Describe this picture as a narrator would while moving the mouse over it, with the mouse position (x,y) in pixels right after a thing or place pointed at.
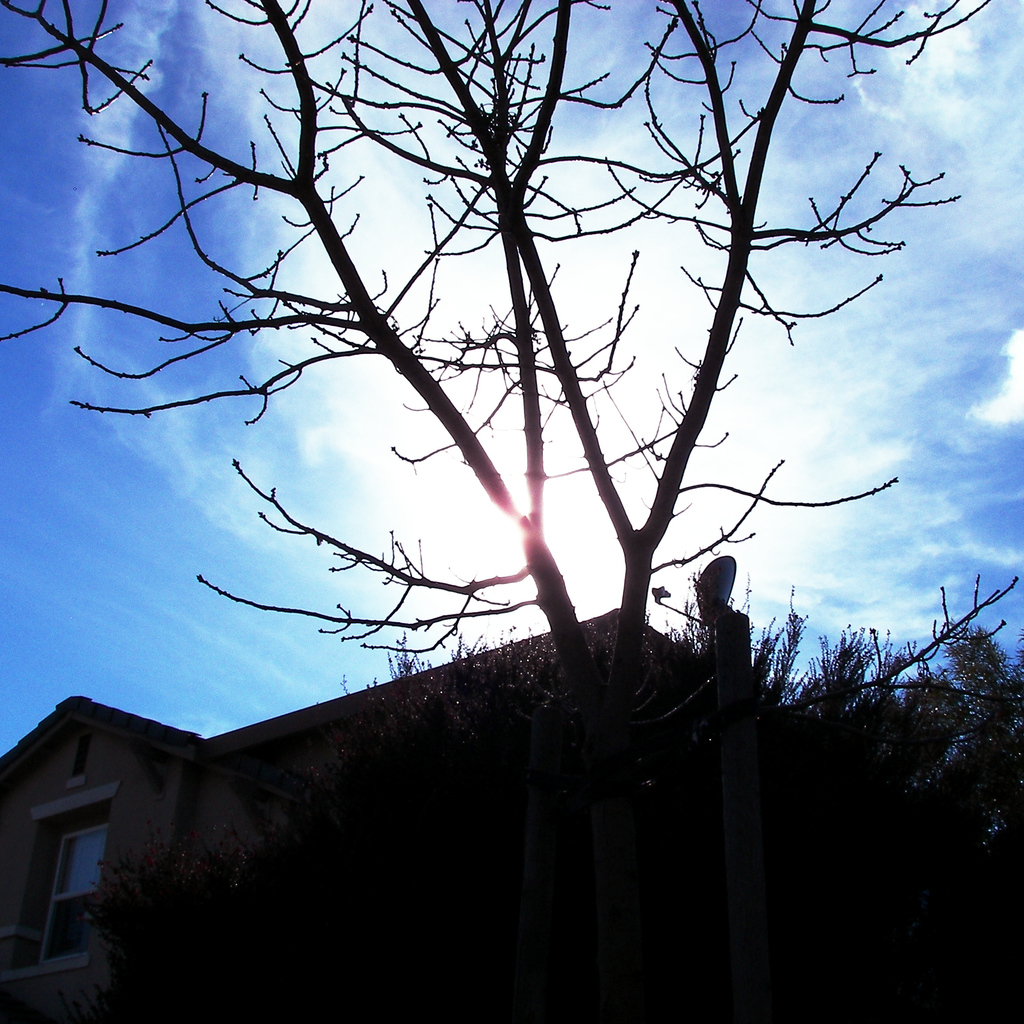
In this picture I can see there is a tree (498,361) and there are no leaves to the tree (628,746) and there are plants (714,926) and there is a building (159,784) in the backdrop (65,938) and it has a window (76,931) and the sky (174,632) is clear and sunny.
